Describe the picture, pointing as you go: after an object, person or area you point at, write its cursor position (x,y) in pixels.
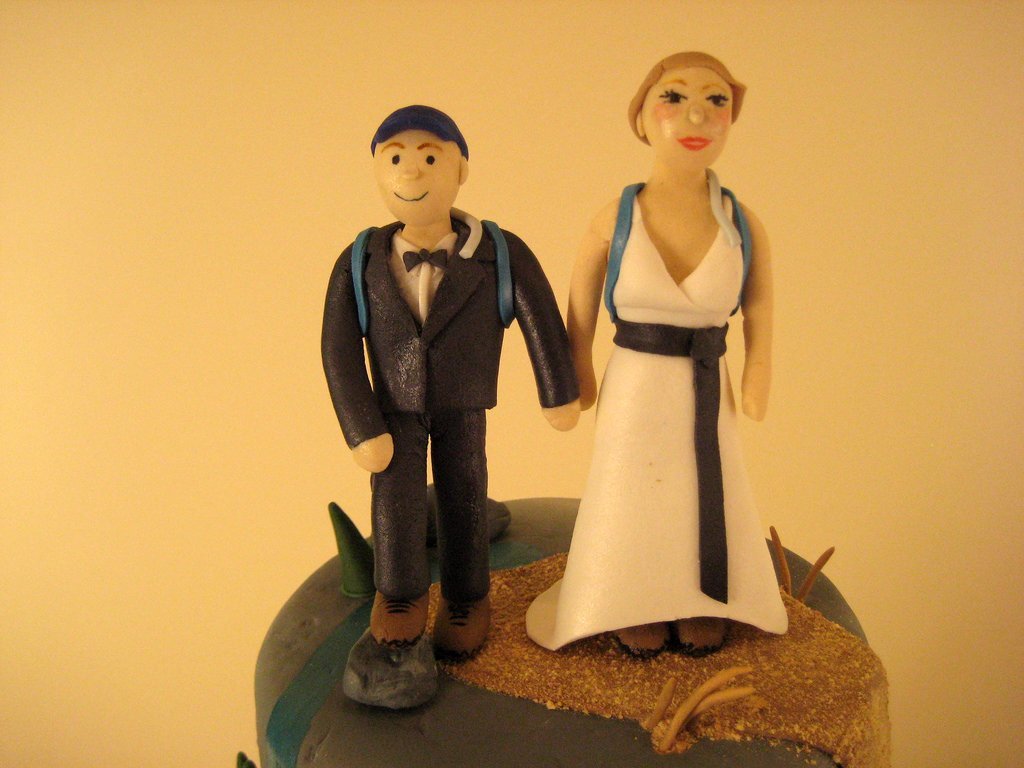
In this picture we can see a cake (602,710) at the bottom (625,629), there are two figurines (635,389) present on the cake (611,700), we can see a plain background (185,202).
